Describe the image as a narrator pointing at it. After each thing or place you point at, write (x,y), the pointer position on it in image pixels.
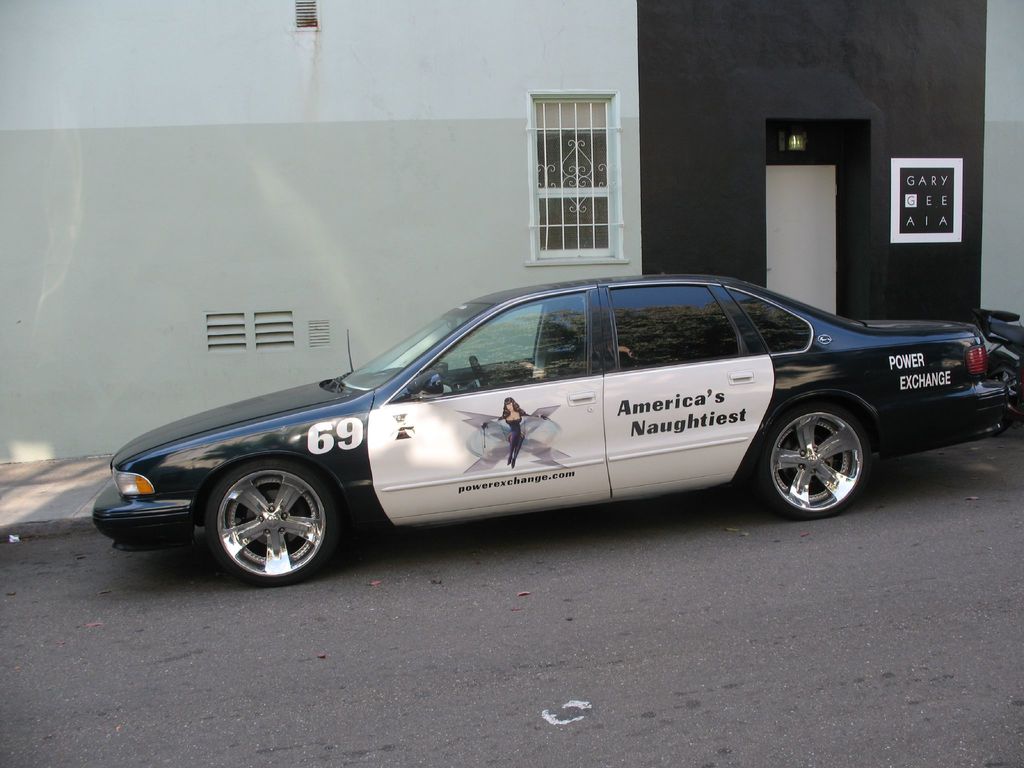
In this image we can see a car (497,423) on the road (429,601). In the background (335,221) there is a building (836,226).
